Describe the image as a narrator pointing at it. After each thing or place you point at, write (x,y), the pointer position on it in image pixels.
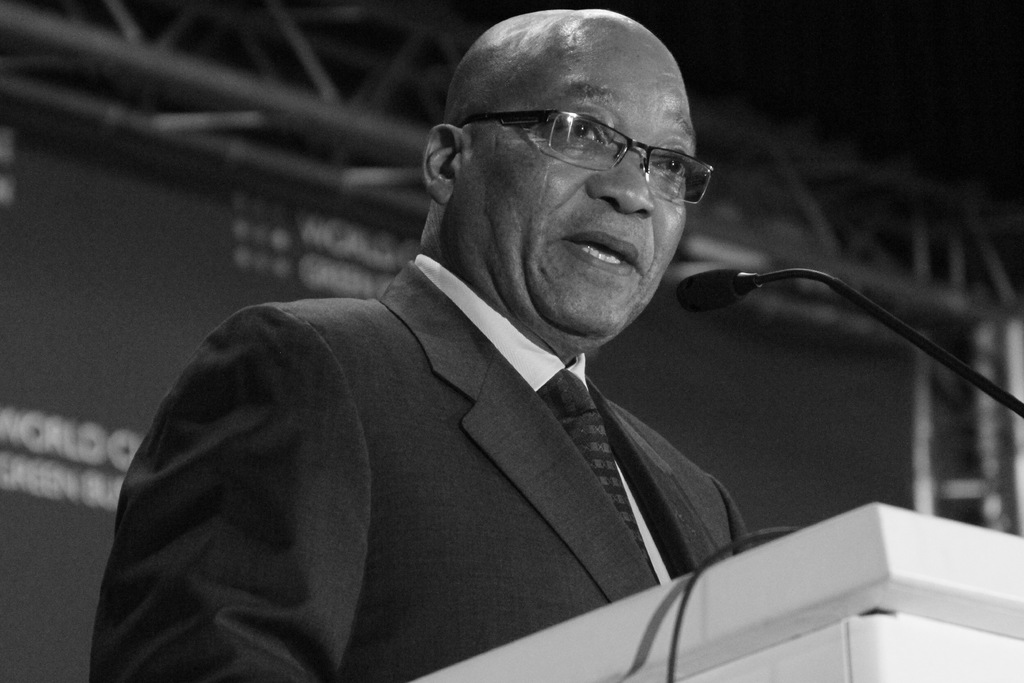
It is the black and white image in which there is a man (438,456) standing near the podium (694,632). In front of him there is a mic (763,280). In the background (173,249) there is a banner (159,249).
